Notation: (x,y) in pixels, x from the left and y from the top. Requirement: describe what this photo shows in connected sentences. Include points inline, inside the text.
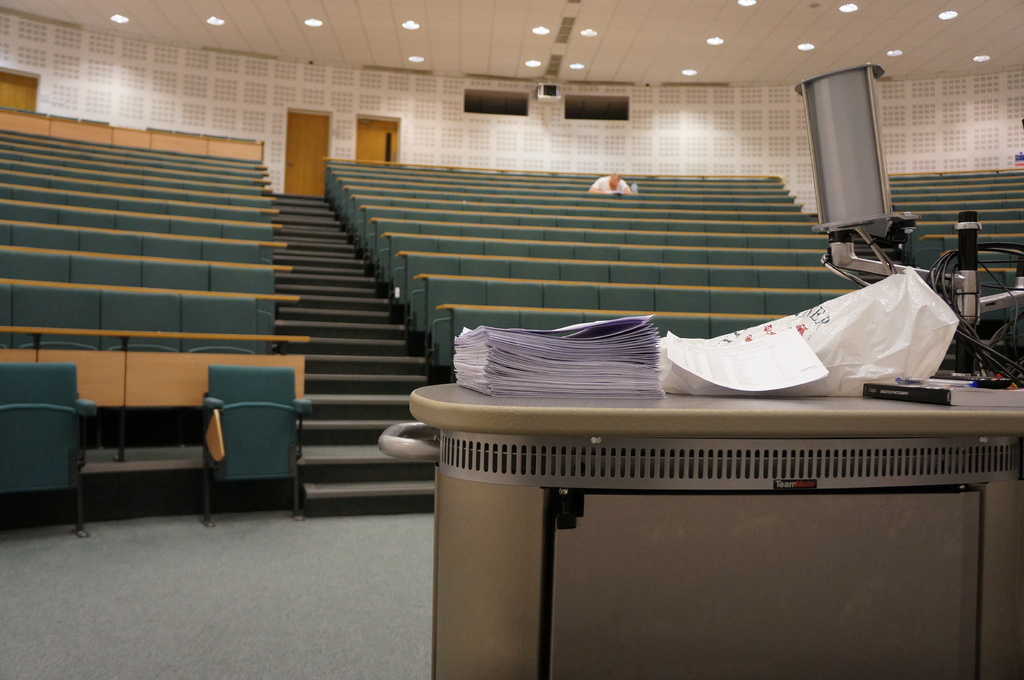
In the image in the center (671,425), we can see one table (566,414). On the table (948,601), we can see papers (515,368), one plastic cover (933,353), box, etc. In front of the table (832,412), we can see one object (854,151). In the background (448,129) there is a wall (437,140), doors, lights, chairs (476,184), one person (603,179) sitting and a few other objects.
